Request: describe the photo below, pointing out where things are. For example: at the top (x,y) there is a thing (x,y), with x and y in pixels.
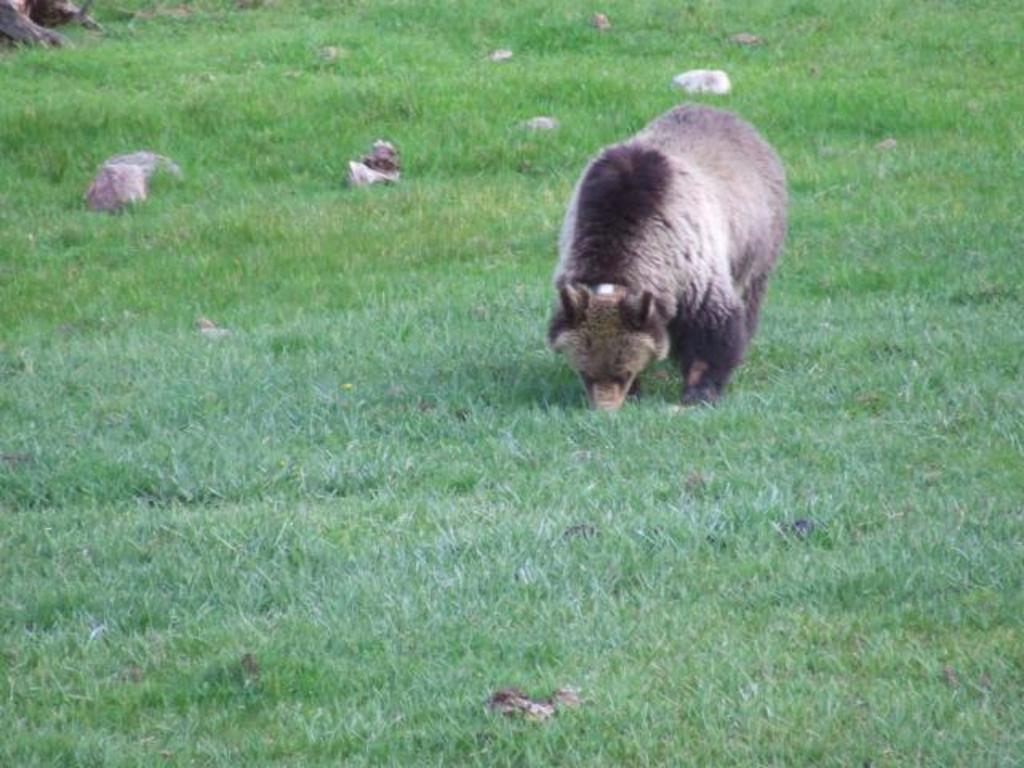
In this picture we can see an animal (612,322) on the grass (819,335) and in the background (23,24) we can see an object (30,8) and stones (691,84).
